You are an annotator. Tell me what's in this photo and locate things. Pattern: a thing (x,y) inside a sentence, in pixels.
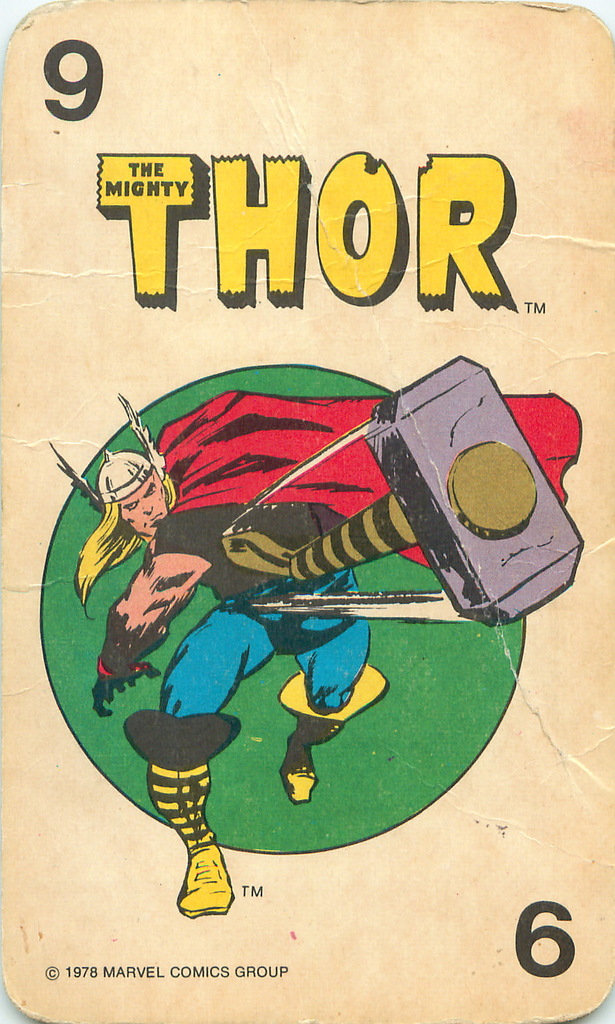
In this image I can see a playing card (124,207). ''9 '' is written at the top (87,42) and there is an image of a cartoon (248,583) throwing a hammer (450,522). Some matter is written on it.
